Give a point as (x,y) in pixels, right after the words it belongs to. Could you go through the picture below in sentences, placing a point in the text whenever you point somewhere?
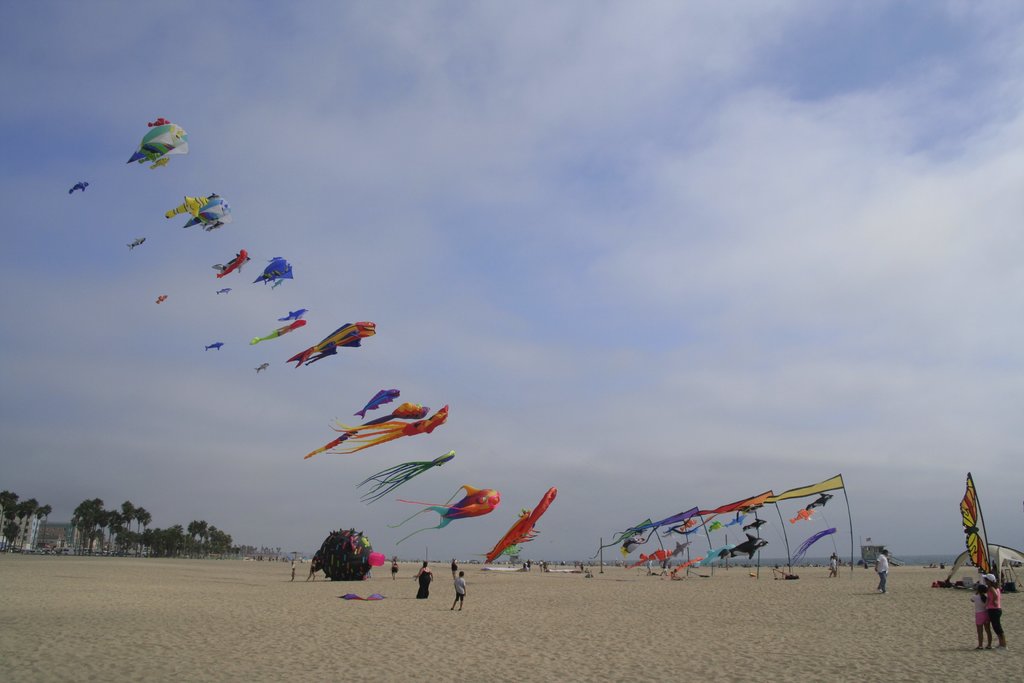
In this image I can see the ground (566,632), few persons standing on the ground (475,567) and few flags (753,504). I can see few kites (804,544) flying in the air (292,397) and in the background (169,529) I can see few trees (87,510), few buildings (57,525) and the sky (257,527).
